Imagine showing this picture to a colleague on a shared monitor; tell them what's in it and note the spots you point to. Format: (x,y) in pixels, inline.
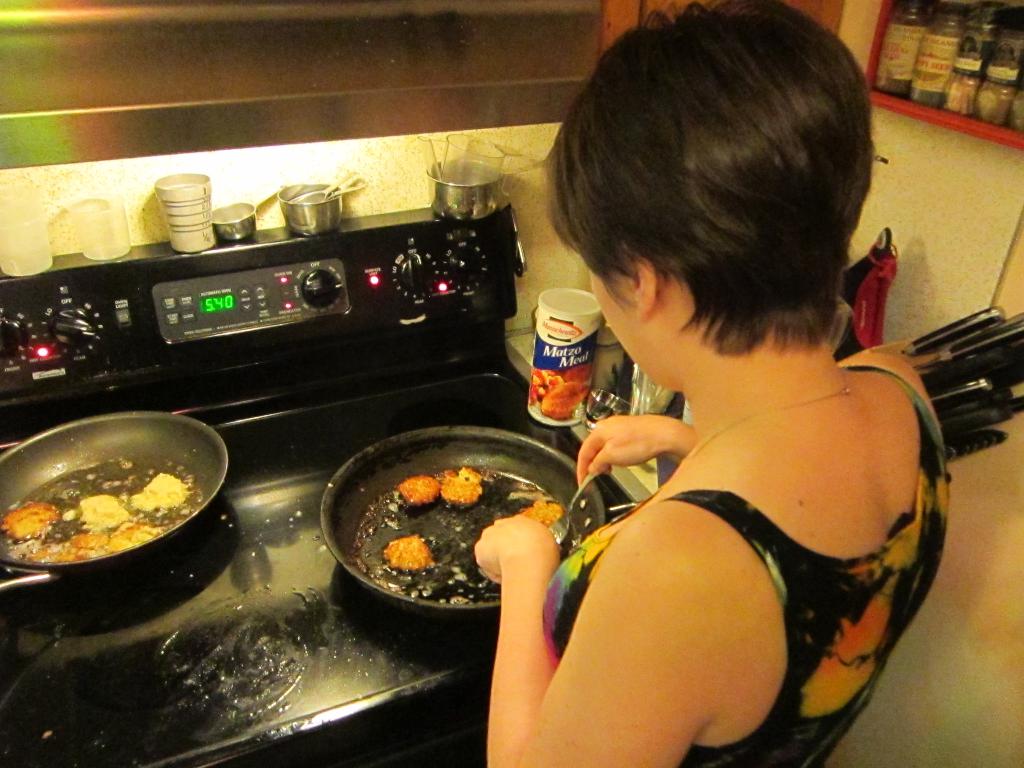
In this image I can see a person (766,452) holding a spoon (556,541) and in front of person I can see a stove (243,624), on the stove (239,595) I can see pans (327,496) and food (466,479) and top of stove (471,250) I can see glasses (92,219) and bowls (484,199) beside person (644,347) I can see bottles (598,303) and rack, on rack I can see bottles (965,52) and in the top right (973,192) and on the right side (970,198) I can see the wall (949,547).
